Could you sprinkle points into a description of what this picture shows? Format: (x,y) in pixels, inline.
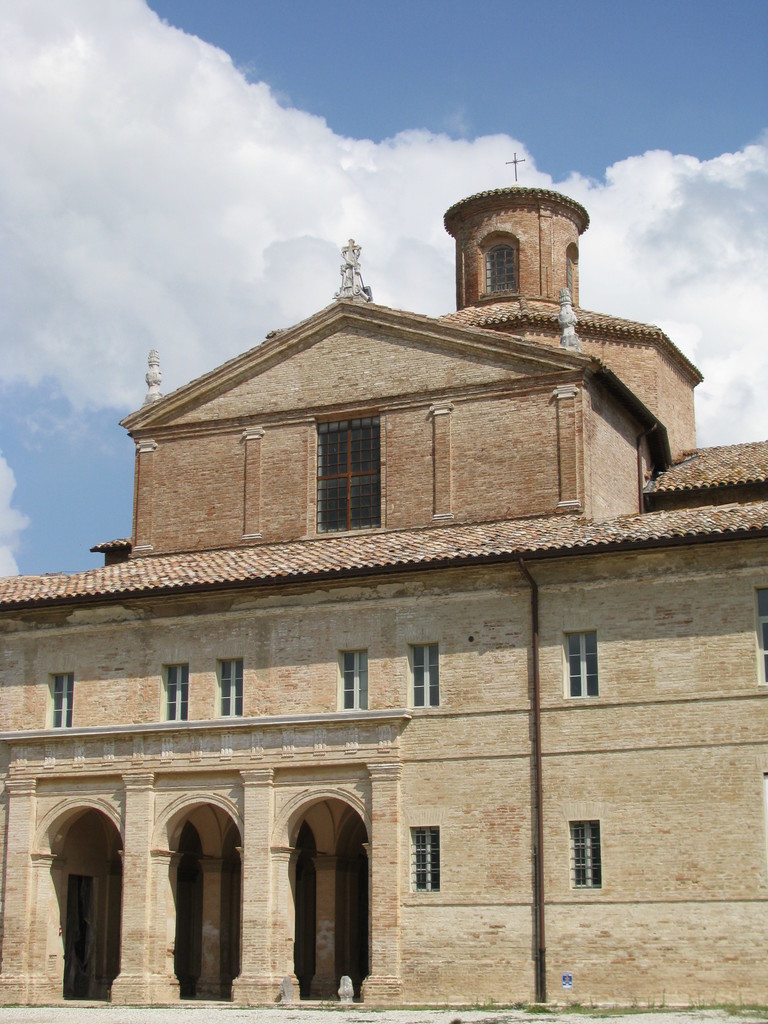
In this picture we can see monument (277,444). Here we can see some windows (759,664). On the top (555,157) we can see sky (263,83) and clouds (130,209). Here we can see cross mark (515,171).
